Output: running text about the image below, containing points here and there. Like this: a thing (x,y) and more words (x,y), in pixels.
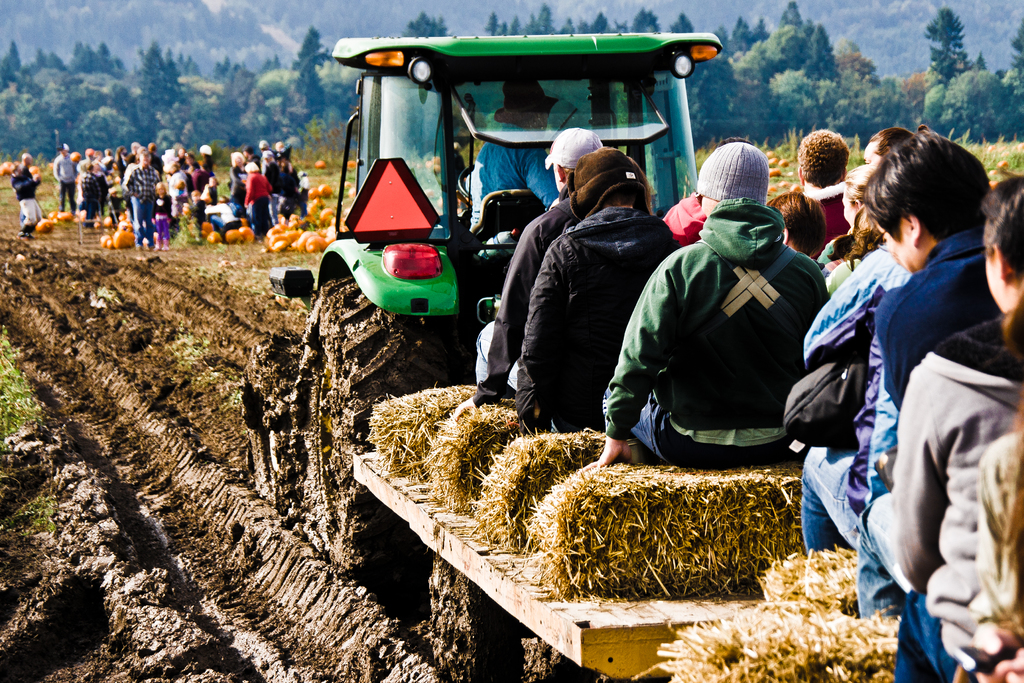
In this image we can see a group of people (99,162) are standing. A person (511,127) is driving a tractor (453,61). There are many people (880,415) are riding on the tractor (499,134). There are many trees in the image. There are many pumpkins (302,235) in the image.
